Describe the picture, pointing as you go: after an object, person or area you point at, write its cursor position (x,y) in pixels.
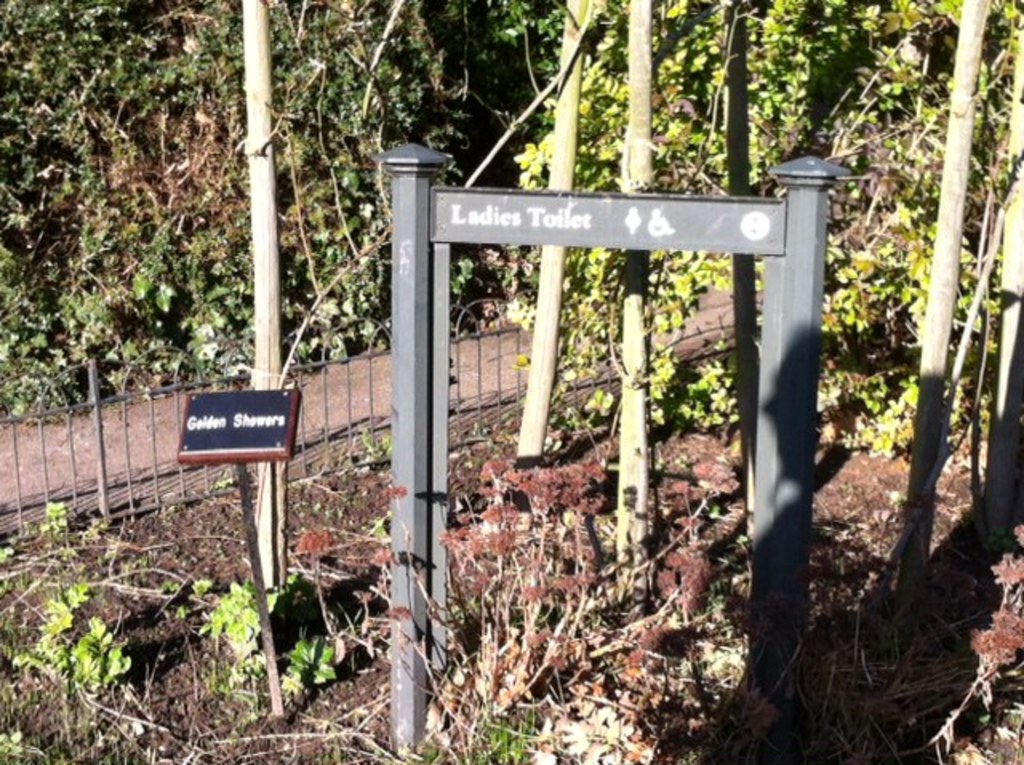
In this image I can see black colored poles (434,464), a board (259,395) and few trees (709,175) which are green and brown in color. I can see metal pole (273,693), the railing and the ground (131,419).
